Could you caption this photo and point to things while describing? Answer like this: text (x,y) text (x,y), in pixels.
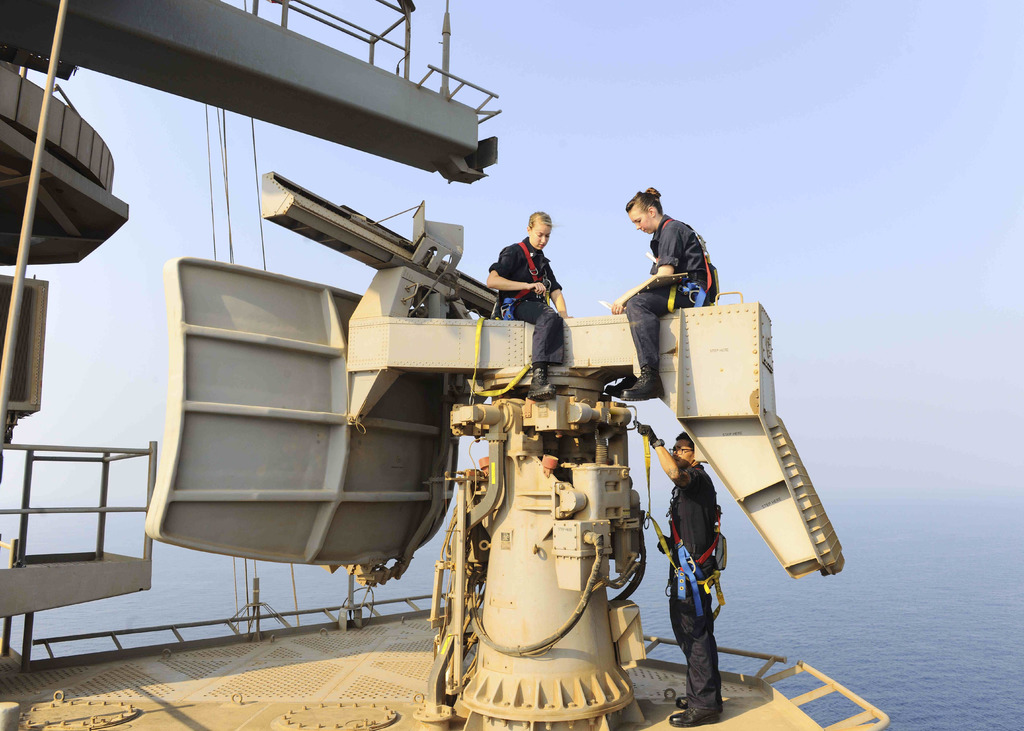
Here we can see two women (505,295) sitting on a metal object (419,328) and a man (693,542) is standing on a platform (379,704). On the left (19,362) we can see a metal object (188,73). In the background (803,625) we can see water (803,608) and sky (665,125).
